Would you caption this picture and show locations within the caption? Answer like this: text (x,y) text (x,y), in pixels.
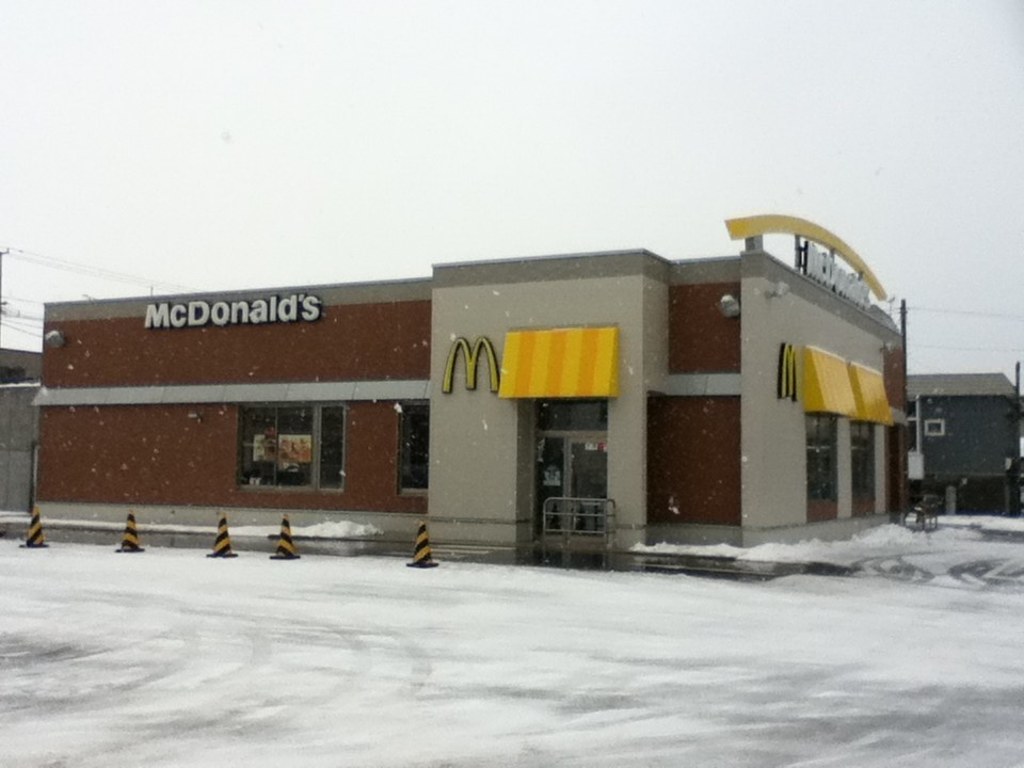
In this picture we can see a place (48,505) in front of which the road (94,729) is covered with ice (606,705).
